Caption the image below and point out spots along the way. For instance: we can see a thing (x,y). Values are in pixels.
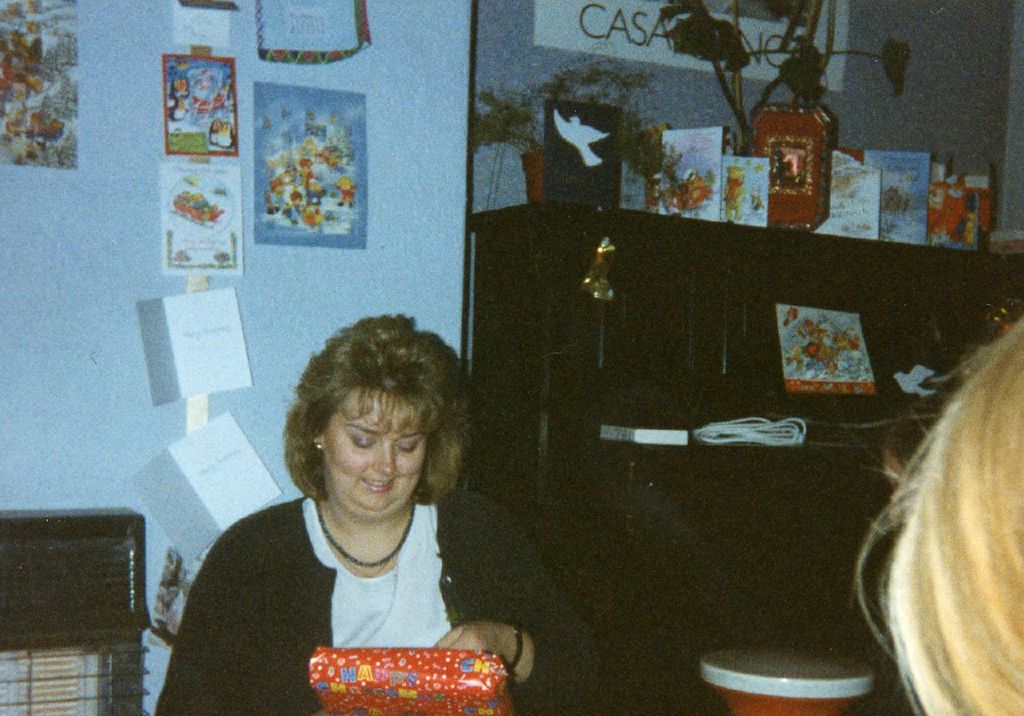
The picture is captured inside the house (156,188), there is a woman (293,557) she is holding a gift (432,648) in her hand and behind the women (250,568) there are some greeting cards (198,222) and posters (272,136) attached to the wall (437,198), beside the wall (437,198) there is a big wooden shelf (529,274) and on that some objects (739,182) are placed and in the background (30,444) there is a blue wall (376,176).
